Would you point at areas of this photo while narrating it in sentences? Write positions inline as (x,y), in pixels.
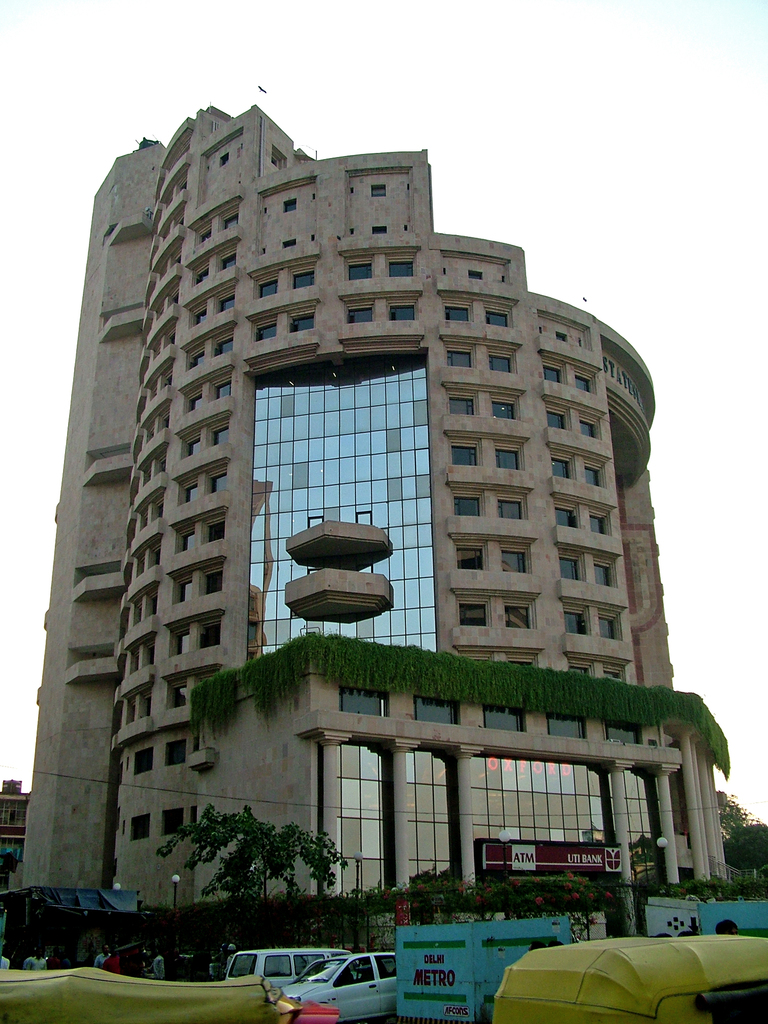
At the bottom of this image (272,988) I can see few vehicles (614,991) and a few people (58,956) are standing. Here I can see a building (277,522). In front of it there are some trees (294,893). On the top of the image (547,153) I can see the sky (510,159).
